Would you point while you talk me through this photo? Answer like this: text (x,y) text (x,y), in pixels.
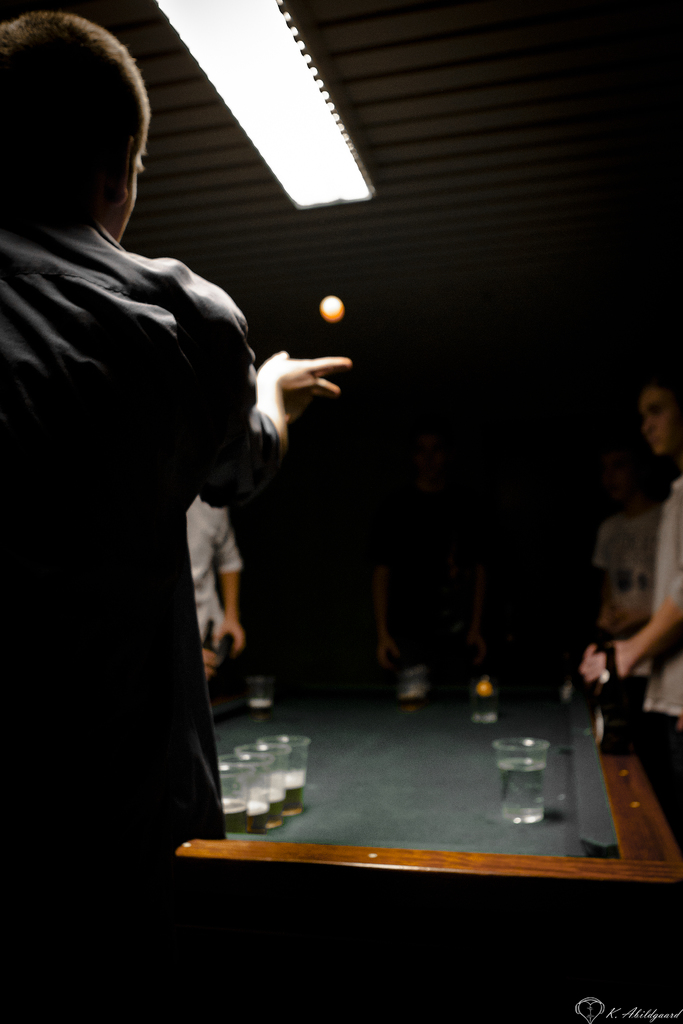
In the left of the image (149,317), there are two persons (206,430) standing. In the right of the image (675,532), there are two persons (666,737) standing in front of the table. In the middle of the image (393,627), there is one person (462,663). At the bottom of the image (419,927), there is a table (619,820) on which glasses (268,814) are kept and bottle (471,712) is kept. The roof top (503,65) is dark in color on which light (334,104) is there. In the middle of the image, there is a ball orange in color in the air (340,328).
